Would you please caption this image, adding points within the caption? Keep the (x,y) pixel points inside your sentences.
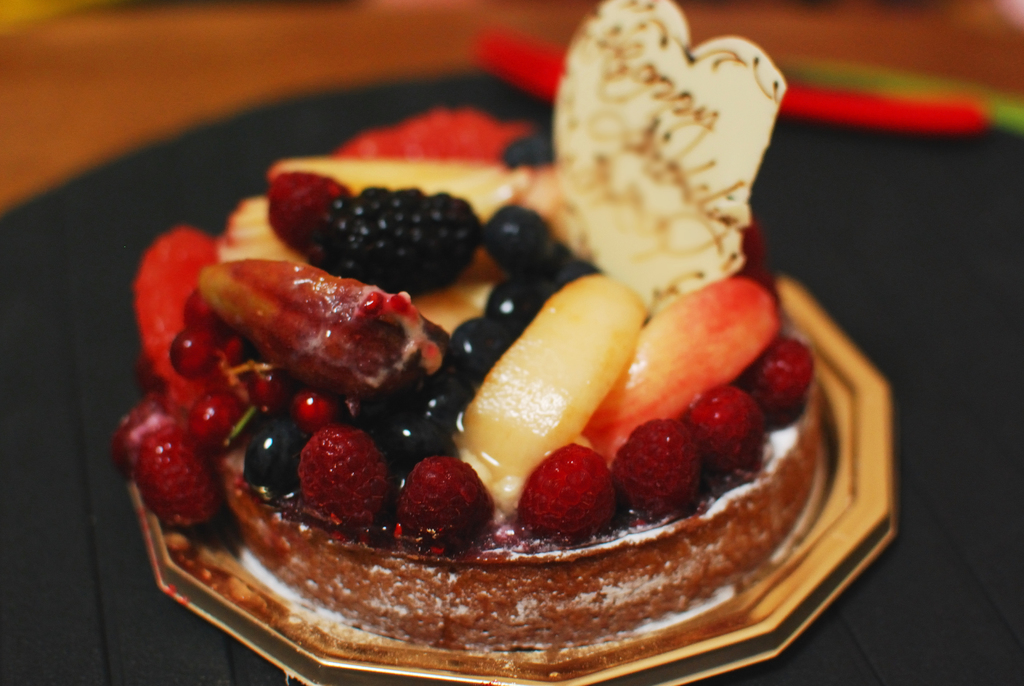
In the picture I can see a cake (701,369) and on the cake (385,503) I can see the raspberries (420,505) and other fruits (554,290).
